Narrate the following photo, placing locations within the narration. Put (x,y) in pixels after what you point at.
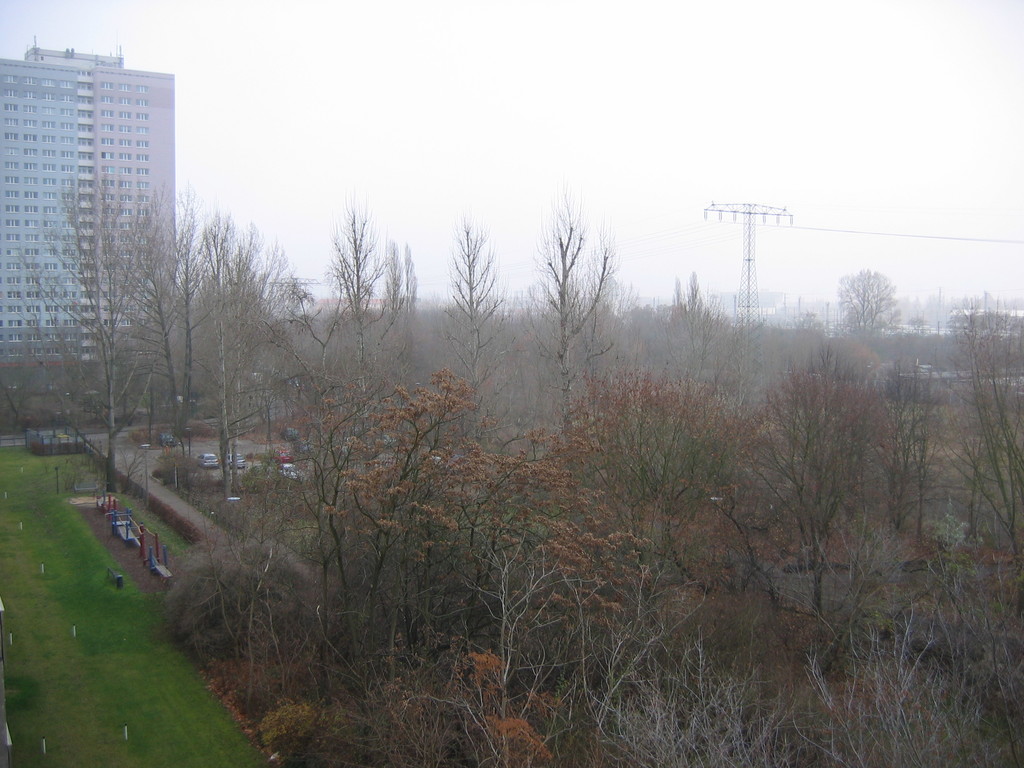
In this image I can see few dried trees (779,723) and I can see the grass (139,687) in green color. In the background (700,143) I can see the tower (752,260) and I can also see the building (108,111) and the sky (366,127) is white color.
